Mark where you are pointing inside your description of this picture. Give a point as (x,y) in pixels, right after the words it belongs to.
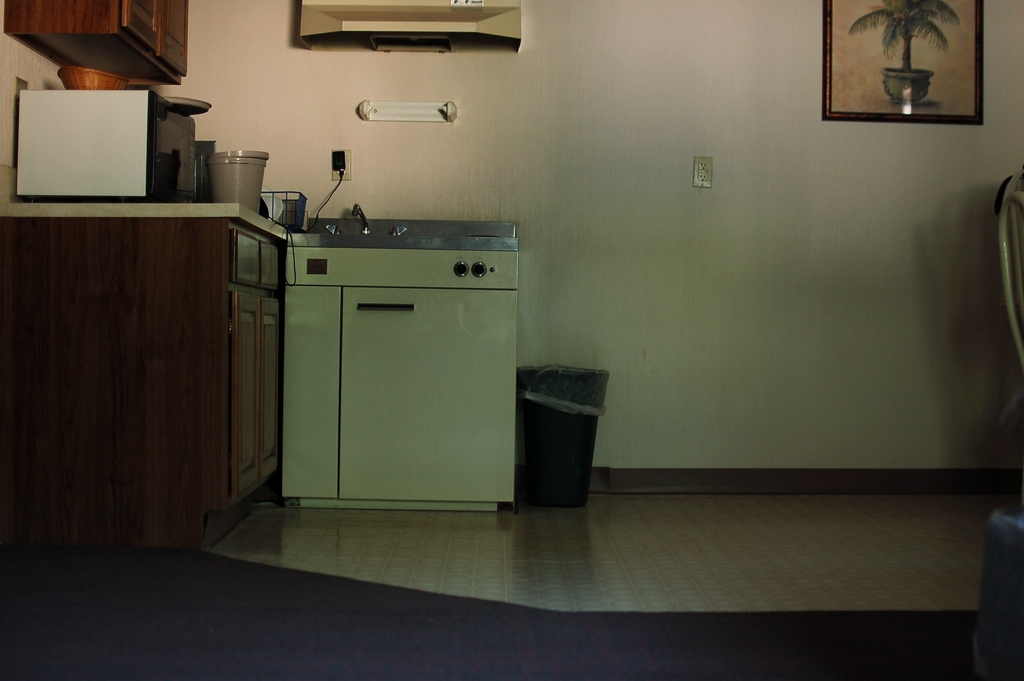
In this picture we can observe a stove (329,319). There is a trash bin (555,432) beside the stove (394,326). There is an oven (150,188) on the desk (114,264). We can observe cupboards (144,37) which are in brown color. On the right side (851,87) we can observe a photo frame (910,44) fixed to the wall (757,165).
